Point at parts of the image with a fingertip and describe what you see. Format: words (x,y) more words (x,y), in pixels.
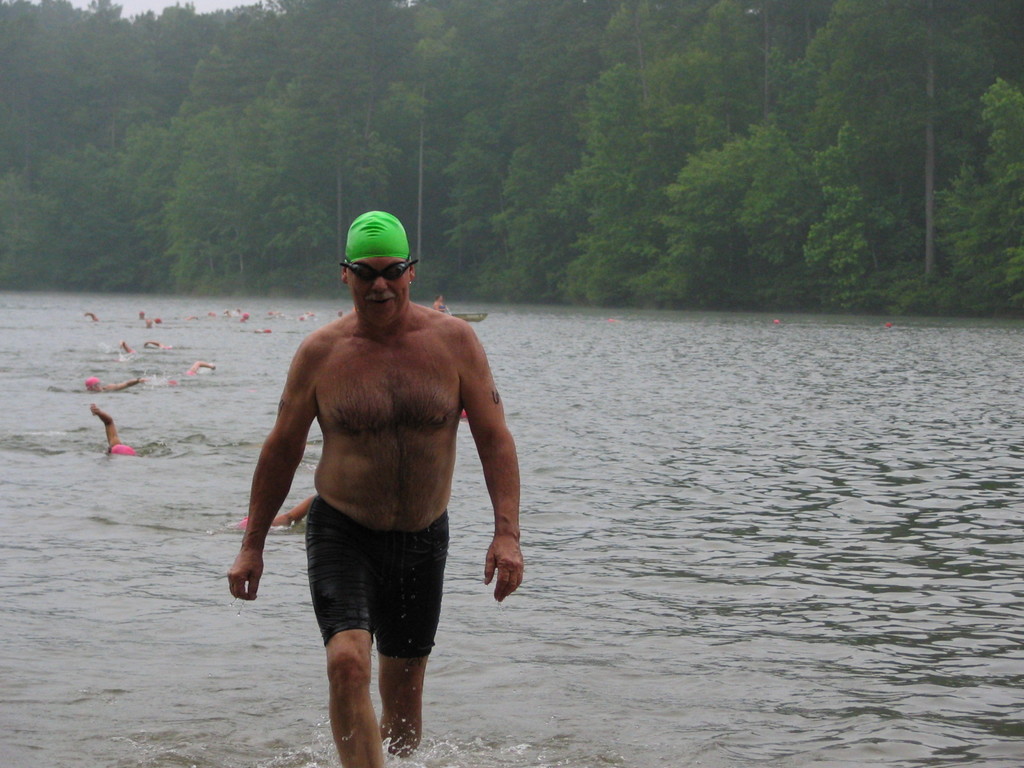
In the center of the image (378,374), we can see a person (318,579) walking and wearing glasses (376,267) and a cap (373,247) and in the background (118,377), we can see trees (266,198) and people (132,383) swimming in the water (158,649).
